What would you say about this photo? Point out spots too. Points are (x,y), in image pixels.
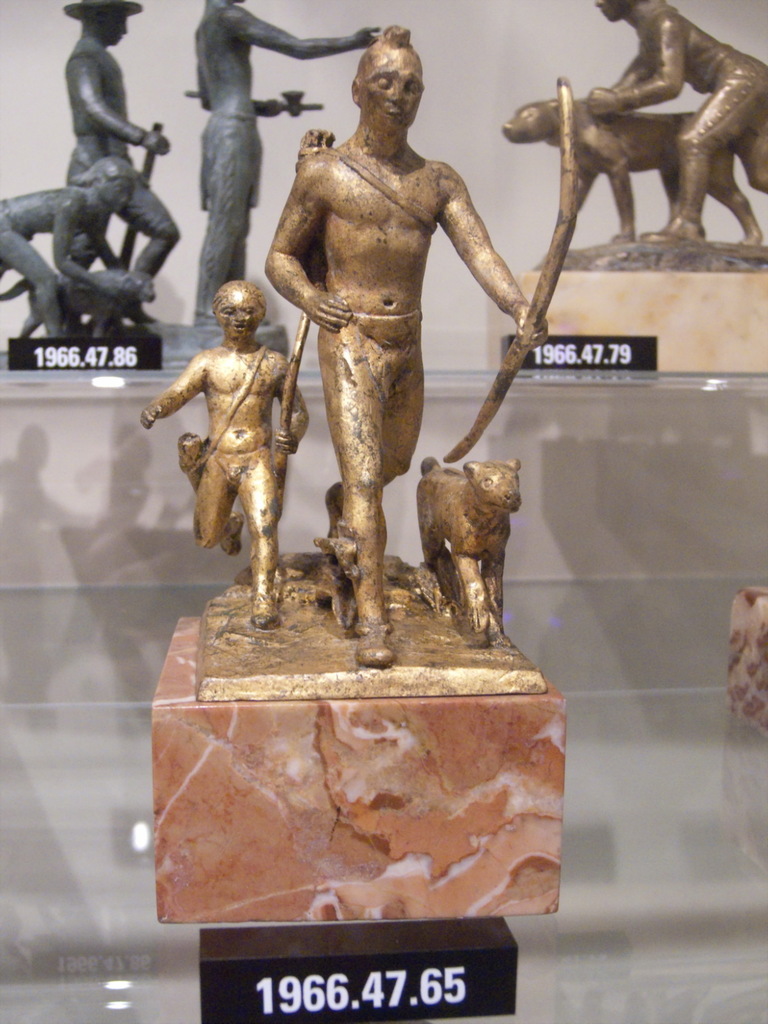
There is a table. There is a statue (397,475) on the table (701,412). Below is the numbering board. There is a statue (628,251) on the right side (718,317). Below is the another numbering board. There is a another statue (116,184) on the left side of the table (697,379). Below is the numbering board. We can see in the background (494,94) white color wall (487,81).
